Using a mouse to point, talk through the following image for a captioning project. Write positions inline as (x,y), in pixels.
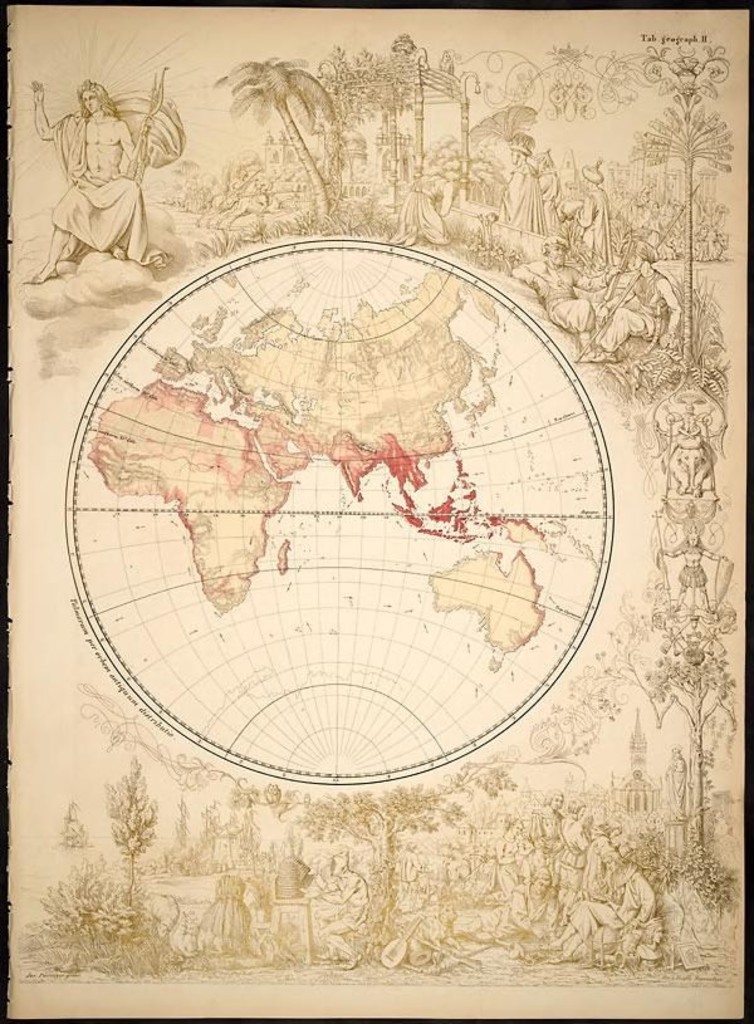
In this image there is a poster (703,544) in that poster (88,416) there is a globe (559,585), at the top (177,128) and bottom there are images (681,836) of people (571,905) and trees (390,936).
